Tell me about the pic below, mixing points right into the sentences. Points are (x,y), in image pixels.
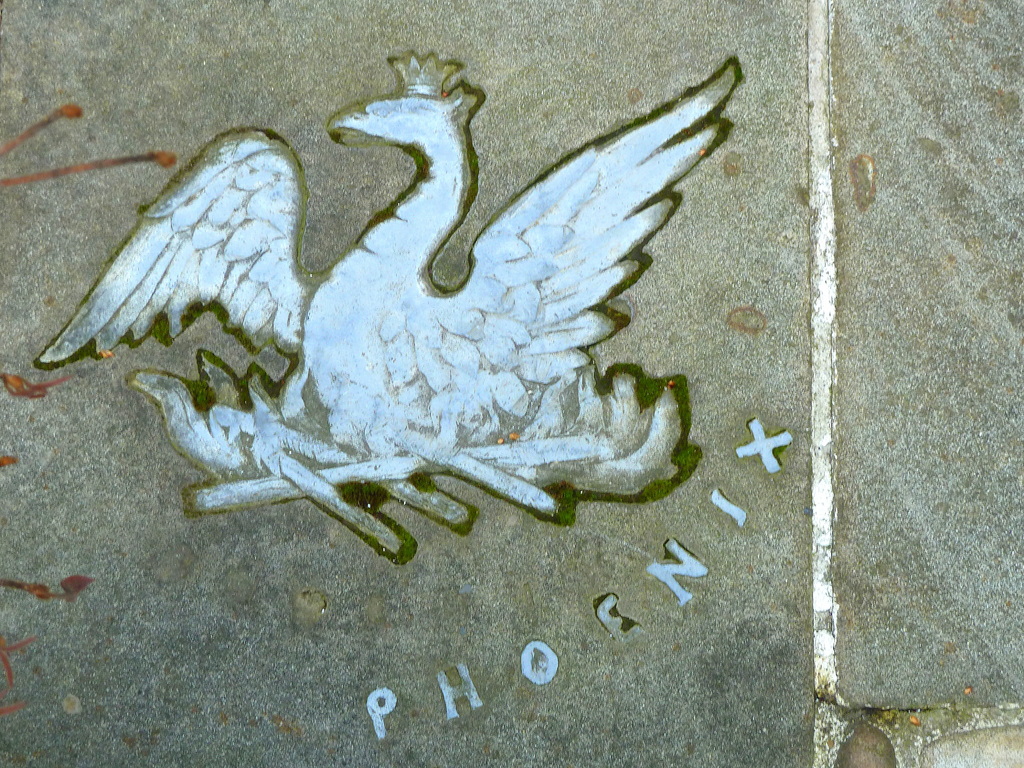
The picture consists of paving stones (440,662), on the stones (321,669) there is a painting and text (381,722).
